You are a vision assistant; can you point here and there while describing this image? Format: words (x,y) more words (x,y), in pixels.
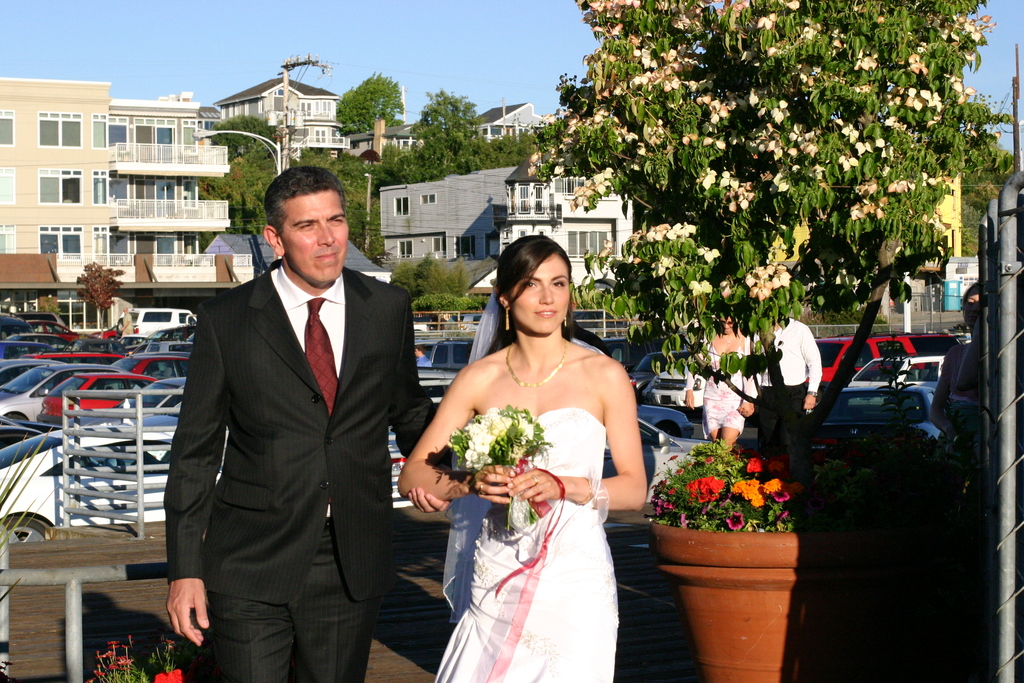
In this image I can see a group of people (299,396), house plants (881,495), trees (615,279) and fleets of cars (49,339) on the road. In the background (116,317) I can see buildings (181,275) and the sky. This image is taken may be on the road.
